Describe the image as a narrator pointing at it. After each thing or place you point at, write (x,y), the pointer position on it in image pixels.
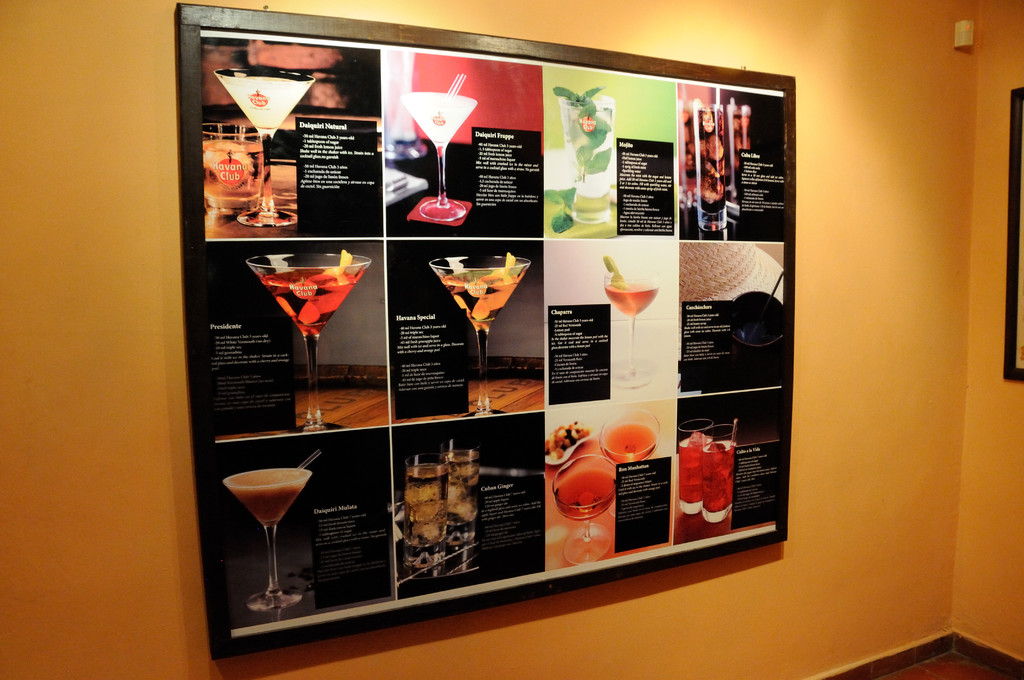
In the picture I can see a menu poster (481,262) of some drinks (278,487) and there are some words (481,177) written and poster (457,174) is attached to the wall (800,81) and the wall (914,461) is in yellow color.
